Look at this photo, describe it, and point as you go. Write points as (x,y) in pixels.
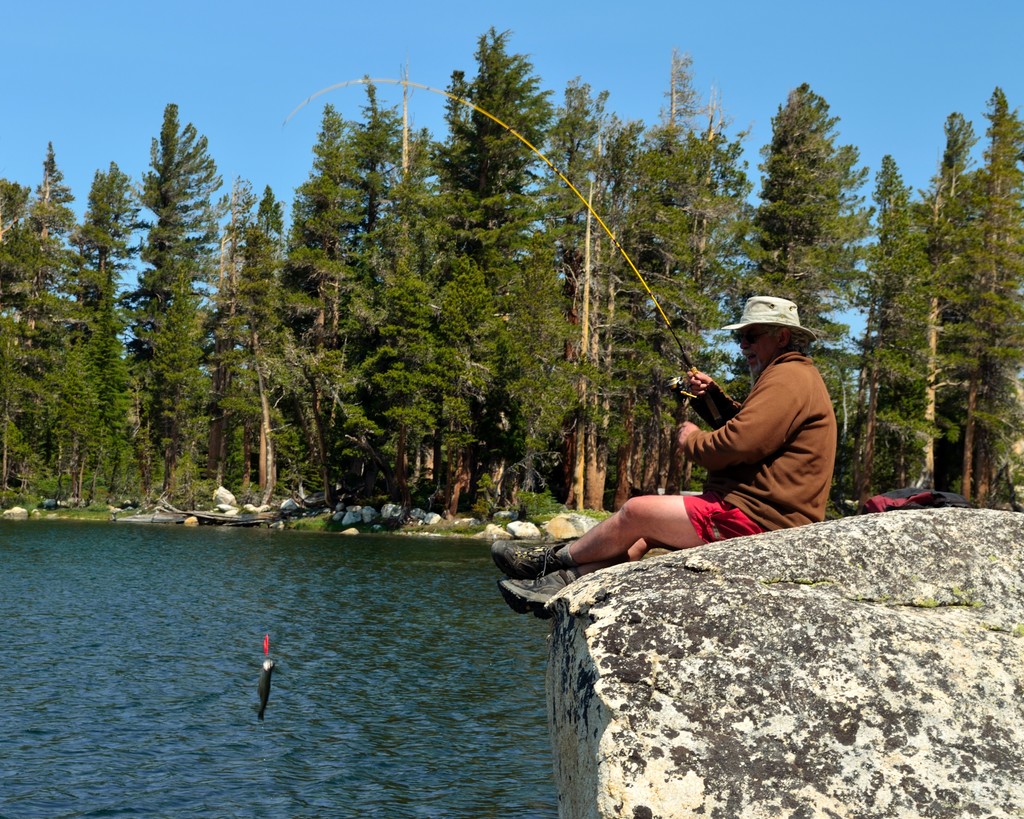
Here we can see a man (729,431) sitting on a rock (870,658) and he is holding a fishing rod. There is a fish (267,696). This is water (361,660). In the background (346,522) we can see trees (621,362), rocks (346,522), and sky (974,99).
